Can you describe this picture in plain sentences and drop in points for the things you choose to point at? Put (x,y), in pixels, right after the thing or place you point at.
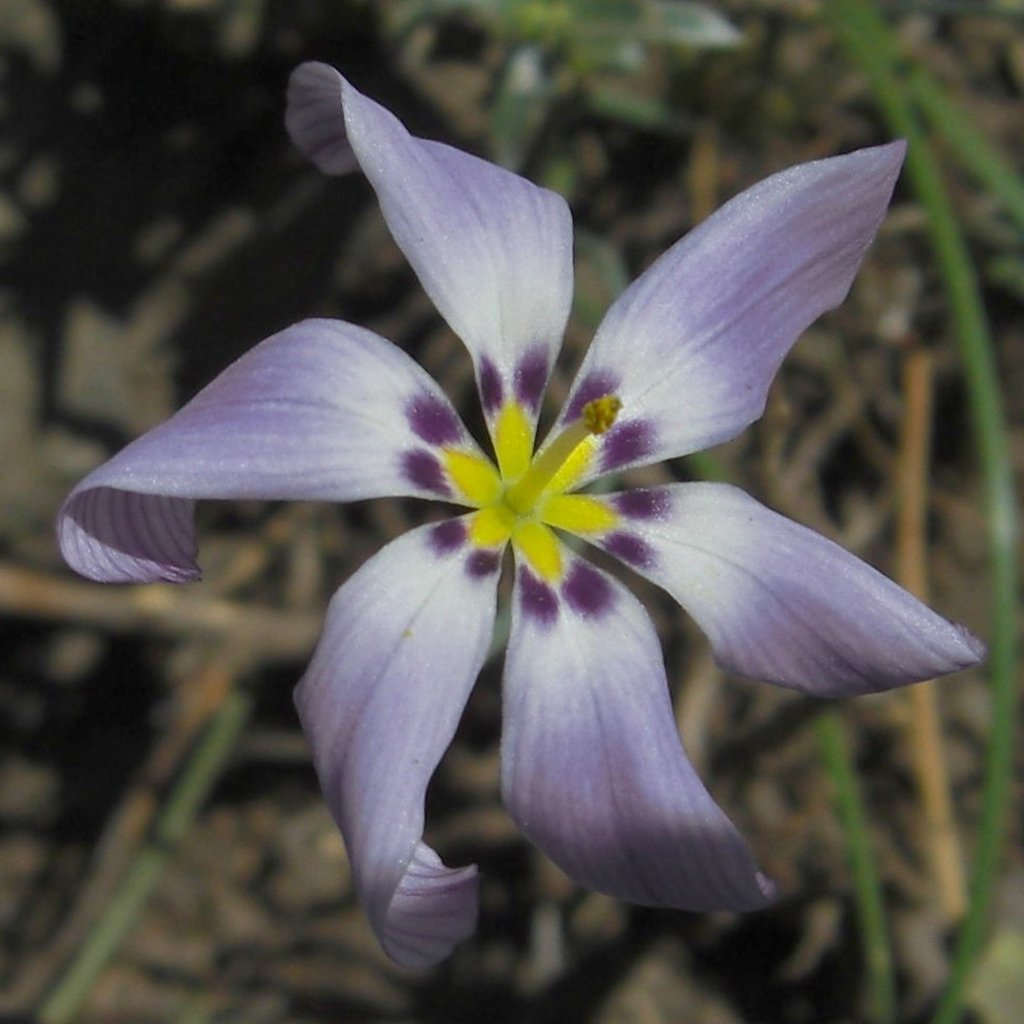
In this picture I can see a flower (565,664), and there is blur background (669,69).
